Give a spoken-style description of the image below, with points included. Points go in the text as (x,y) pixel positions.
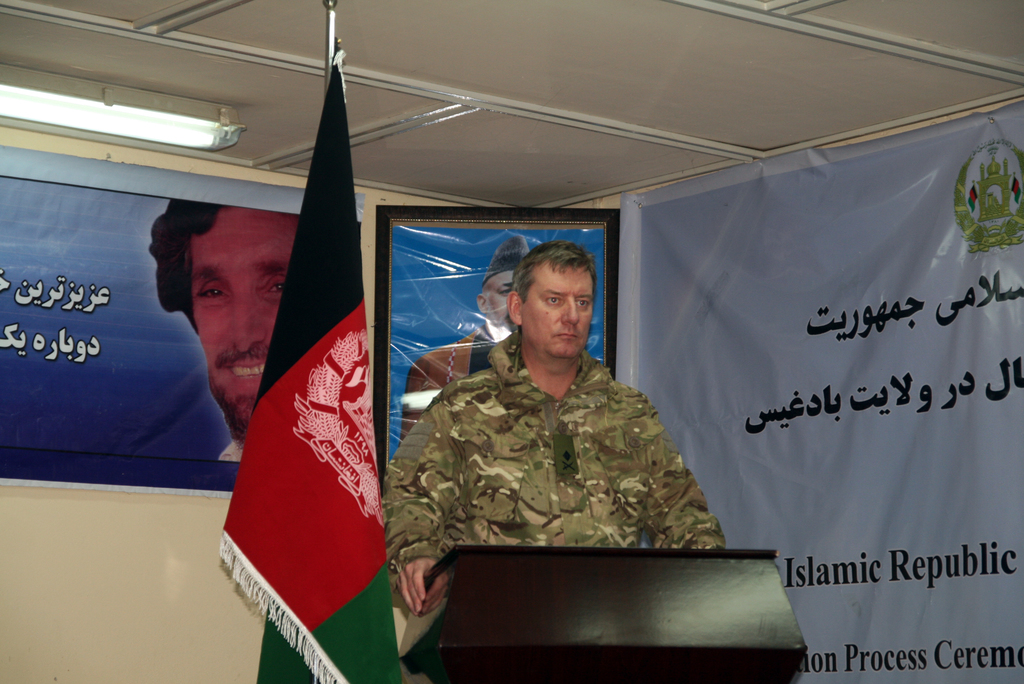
This image is clicked inside a room (459,365). There is a person (545,456) in the middle (522,386). He is wearing military dress (531,451). There is a flag (295,470) behind him. There are banners (838,407) in the middle (404,382). There is light (207,111) on the left side (65,126).
